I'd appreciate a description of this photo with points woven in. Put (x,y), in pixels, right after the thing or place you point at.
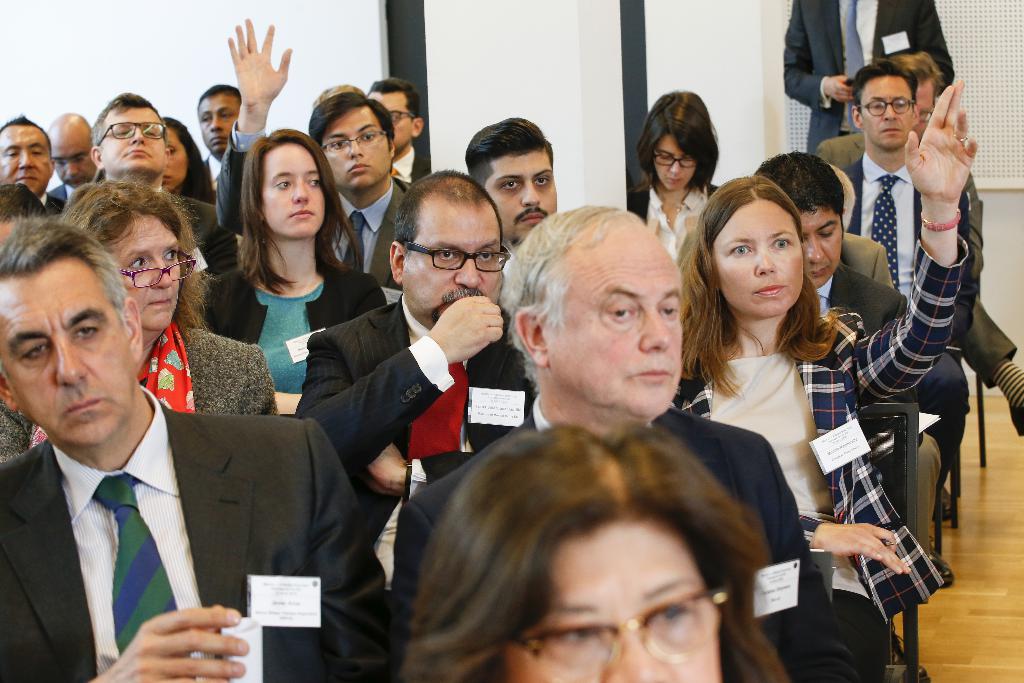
In this image there are group of people (635,494) sitting in the chairs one after the other in the lines (565,337). In the middle (373,234) there is a man (375,177) who raised his hand (252,94). On the right side (792,362) there is another girl (815,399) who raised her hand (938,181). In the background (795,43) there is a person (803,45) standing beside the wall (685,49).
